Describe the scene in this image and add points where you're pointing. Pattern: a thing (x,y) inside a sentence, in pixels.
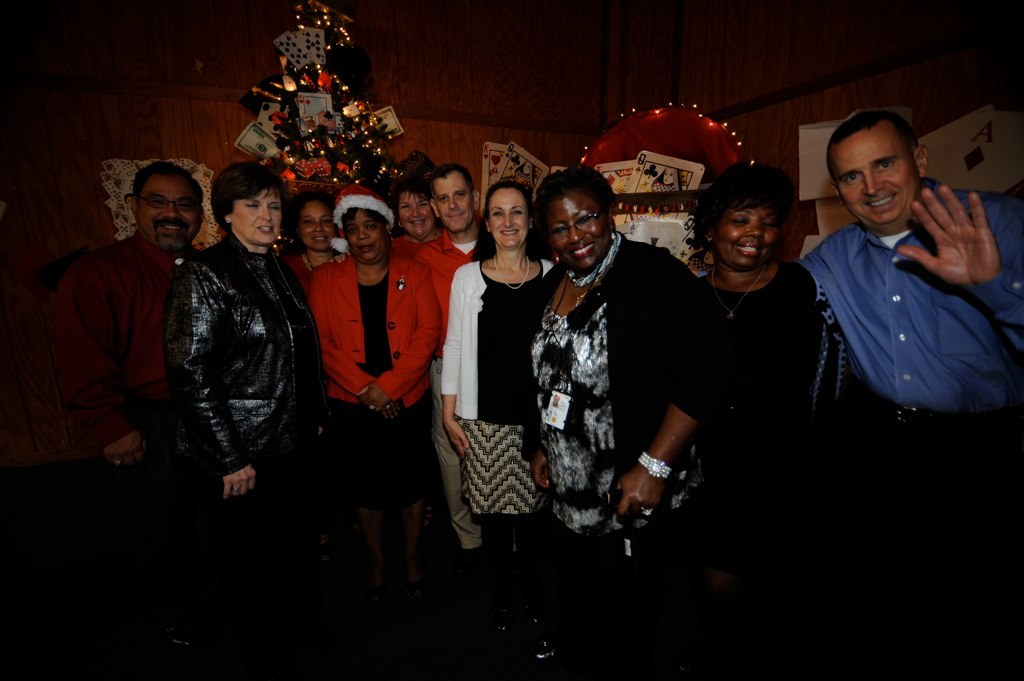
This is an indoor picture. A group of people (539,416) are standing in this picture. Backside of this group of people (315,298) there is a Christmas tree (301,104). This woman (586,234) in black jacket (620,356) wore id card (557,424) and spectacles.
